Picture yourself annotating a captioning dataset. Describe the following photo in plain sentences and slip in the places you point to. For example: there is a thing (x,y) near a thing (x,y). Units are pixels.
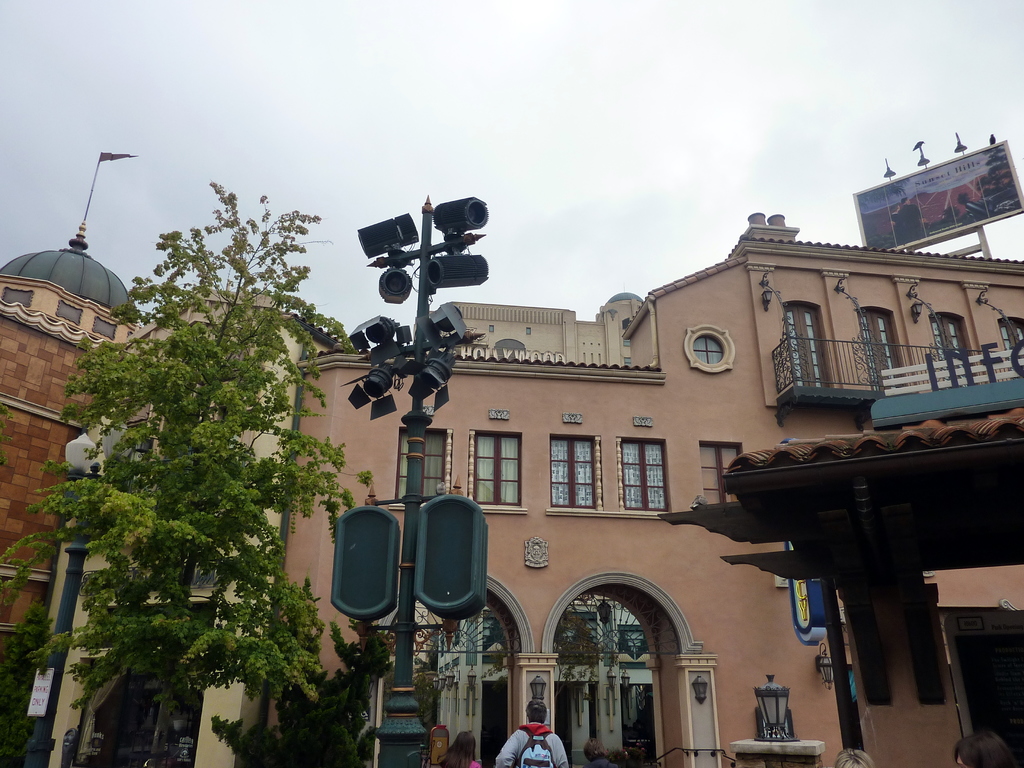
In this image at front there are trees (187,399), spotlight pole (475,568) and at the back side (696,427) there are buildings (729,440). In front of the building (685,716) there are few people (864,755) standing on the road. At the background (686,146) there is sky (700,68).
